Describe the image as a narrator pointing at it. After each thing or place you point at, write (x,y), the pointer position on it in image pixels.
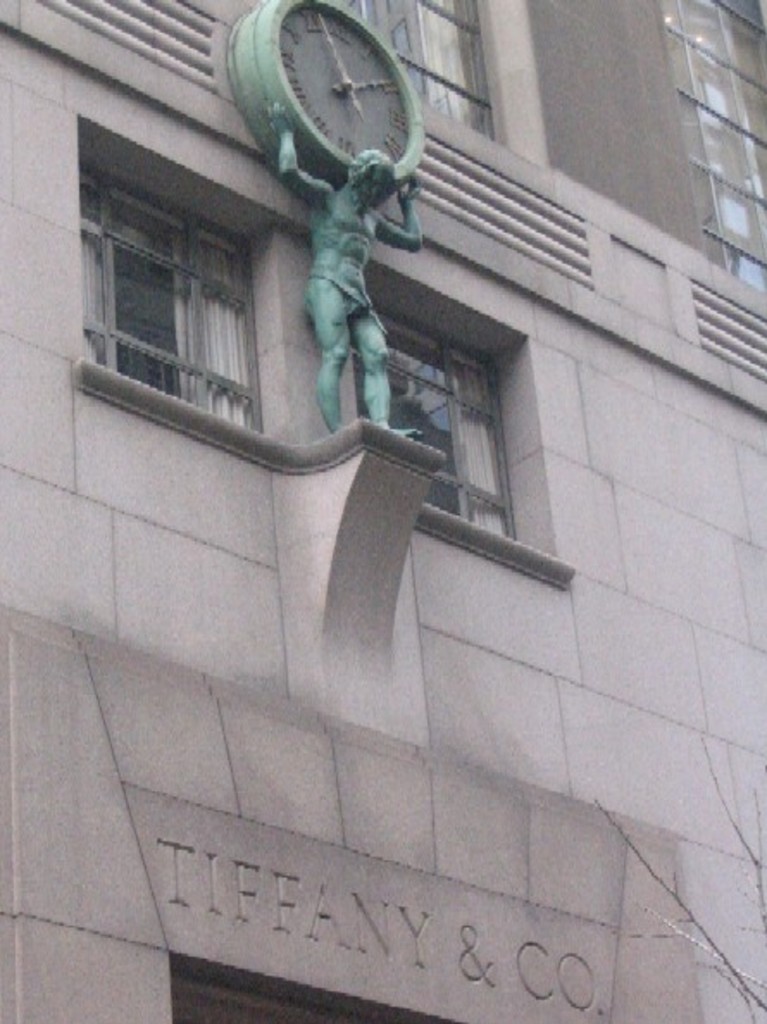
In this picture we can see a building (75,551). There is a sculpture (421,138) on this building (450,414). A man (334,226) is holding a clock(sculpture) (393,93).
